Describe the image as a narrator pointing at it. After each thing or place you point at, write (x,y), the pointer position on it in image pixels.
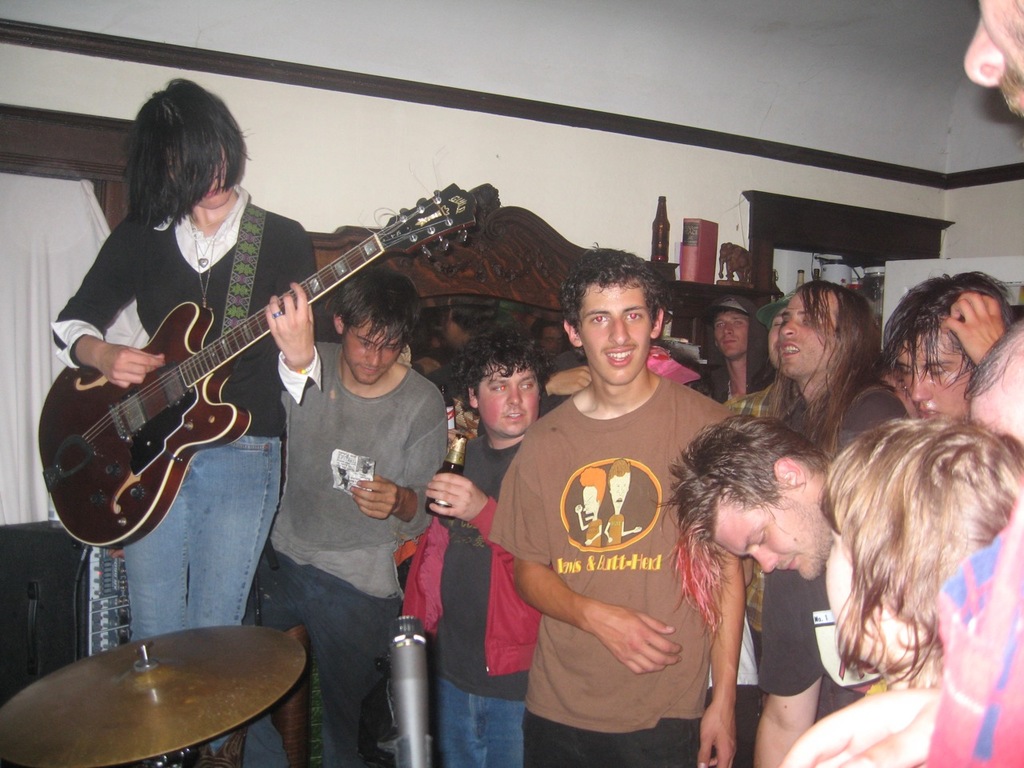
In this image I can see group of people (599,517) standing. Among them one person (289,291) is playing guitar (190,413) and another one (485,465) is holding the bottle (455,450). Backside of them there is a wall (475,161).
